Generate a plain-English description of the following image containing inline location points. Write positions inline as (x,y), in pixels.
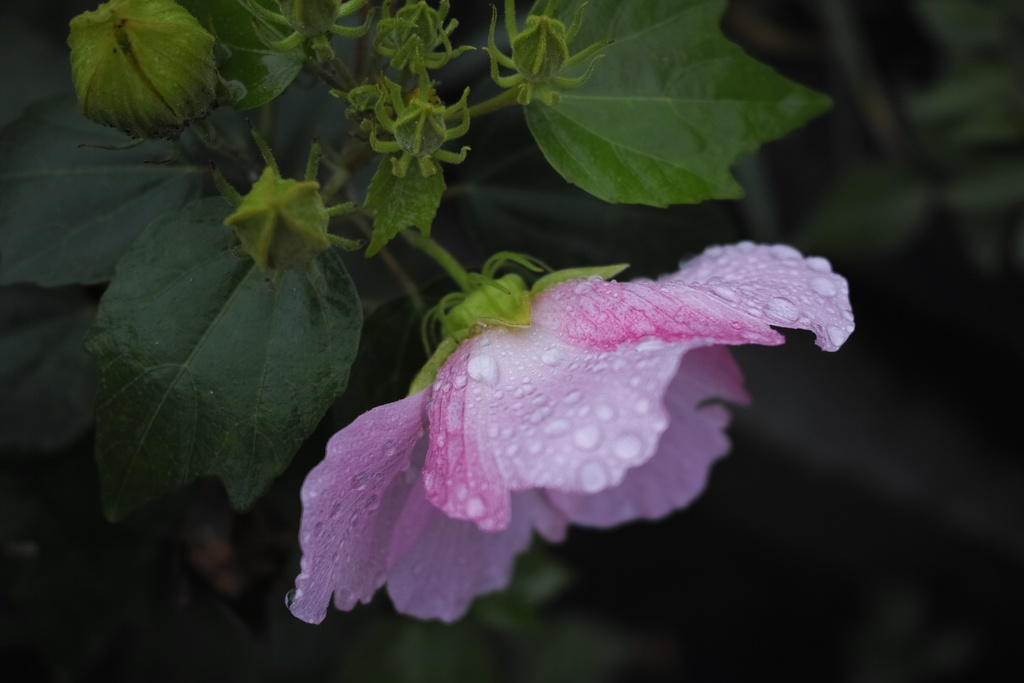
In this image we can see a flower (481,500), buds (309,4), and leaves (600,3). There is a dark background (1015,209).
